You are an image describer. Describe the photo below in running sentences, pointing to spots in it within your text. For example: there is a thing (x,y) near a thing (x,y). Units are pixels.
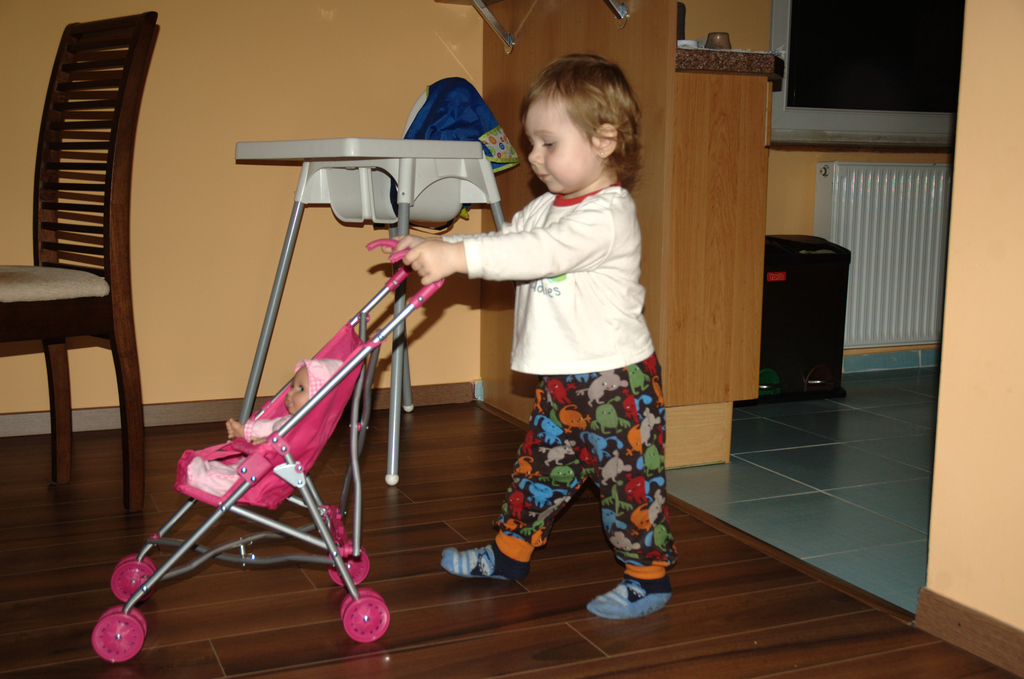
In the center of the image (576,446) we can see one kid (576,446) standing and holding a baby stroller (262,474), which is in pink color. On the baby stroller (308,430), we can see one doll (265,433). In the background (316,83) there is a wall (271,254), chair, stool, cloth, black color object (833,300), window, white color object (856,311) and a few other objects (758,183).
